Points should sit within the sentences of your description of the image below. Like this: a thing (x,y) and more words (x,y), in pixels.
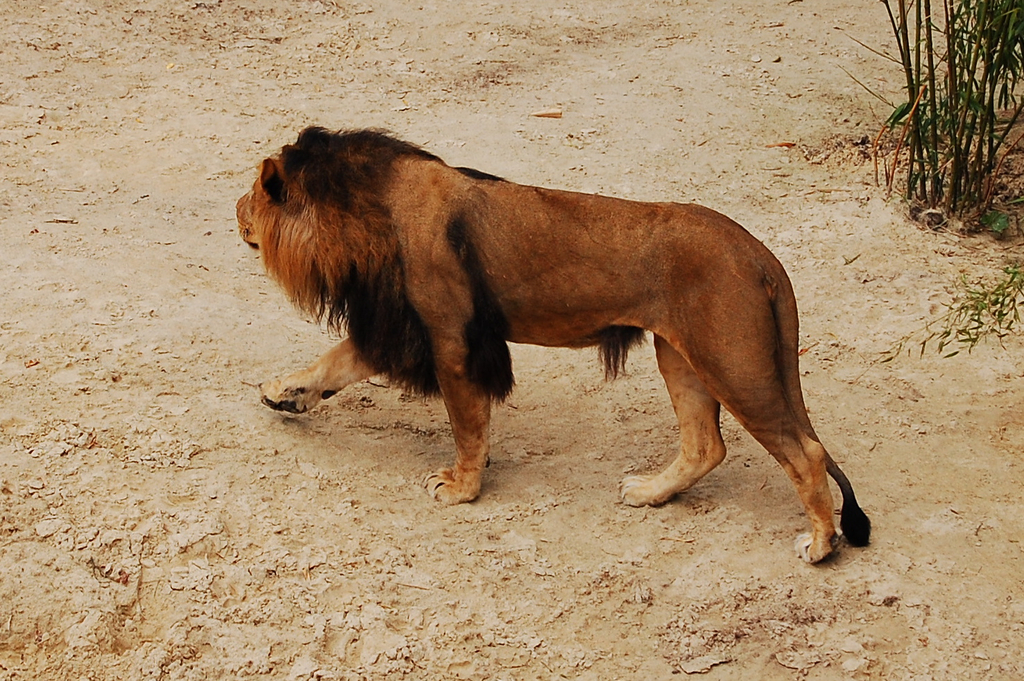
In the foreground of this image (607,244), there is a lion (487,257) walking on the ground (950,280). On the right top side (994,78), there are plants (953,190).
